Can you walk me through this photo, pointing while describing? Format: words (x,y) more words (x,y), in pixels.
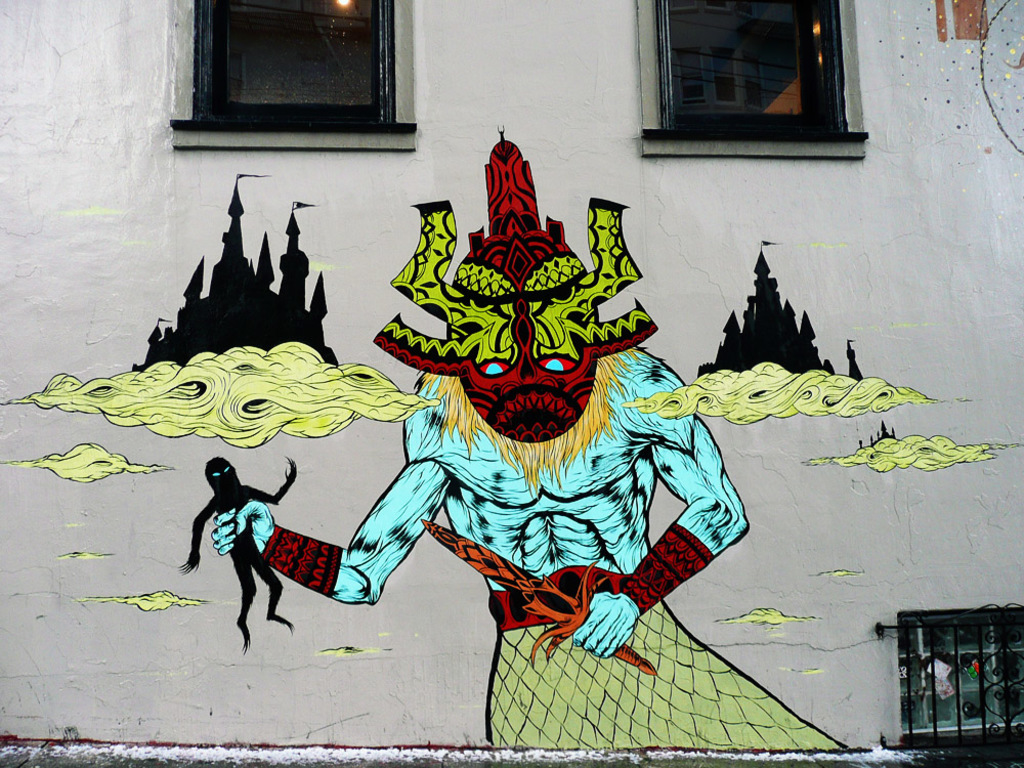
In this image we can see a glass window (754,129) and a paint (441,373) of a devil (524,492) is on the wall (830,345).
